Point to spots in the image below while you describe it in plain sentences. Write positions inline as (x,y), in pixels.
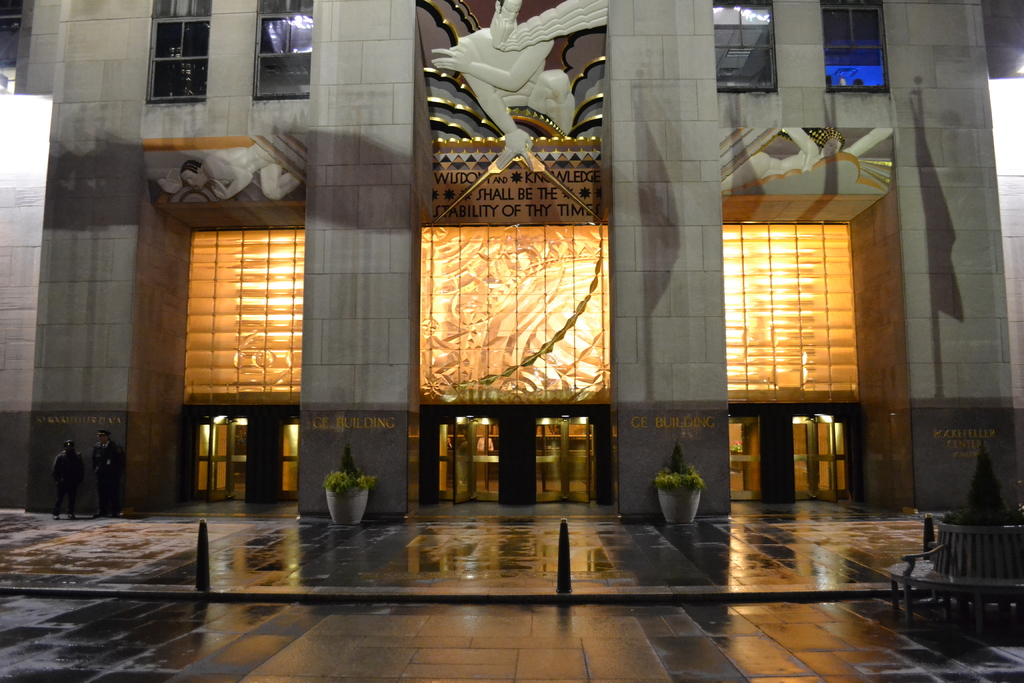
In this image, we can see a buildings (457,169), pillars (356,216), glass objects (589,268), some text (537,195) and carvings (551,185). Top of the image (184,62), we can see few glass windows (870,56). At the bottom of the image (496,653), we can see few plants (664,512), glass doors (295,486), walkway (992,679), poles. Right side of the image (954,577), there is a bench (1019,556). Left side of the image (79,488), we can see two people (111,506) are standing.
